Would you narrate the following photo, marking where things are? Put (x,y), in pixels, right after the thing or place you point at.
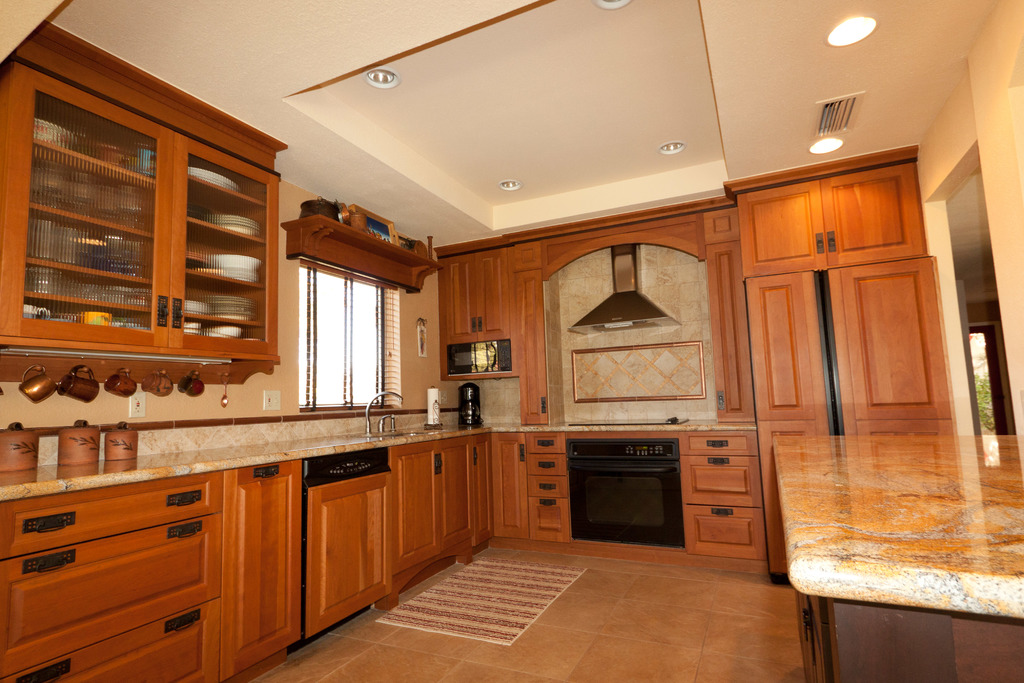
In this image I can see a cabinet (637,549), wash basin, cupboards (814,409), window (382,377), chimney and shelves (55,289) in which utensils (210,297) and some objects (224,268) are there. At the top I can see lights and so on. This image is taken may be in a room (387,464).
